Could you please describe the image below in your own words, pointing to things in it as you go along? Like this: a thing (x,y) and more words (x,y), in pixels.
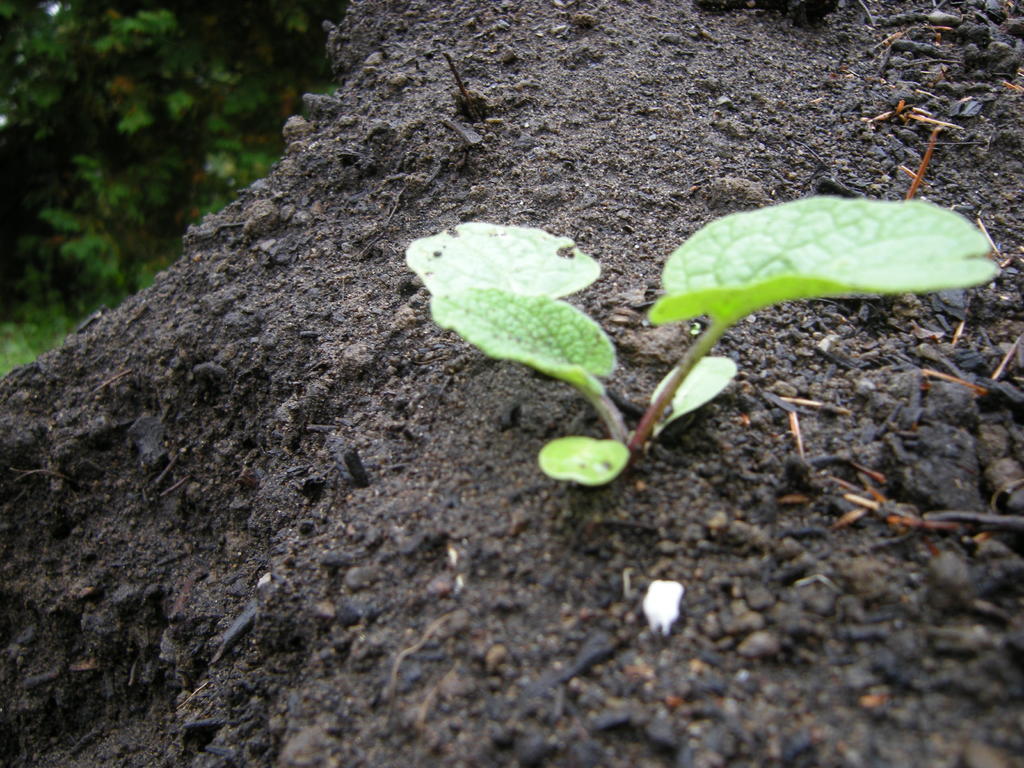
In this picture we can observe a plant (863,250) which is in green color in the soil (393,398) which is in black color. In the background (168,116) there are trees (60,138).
